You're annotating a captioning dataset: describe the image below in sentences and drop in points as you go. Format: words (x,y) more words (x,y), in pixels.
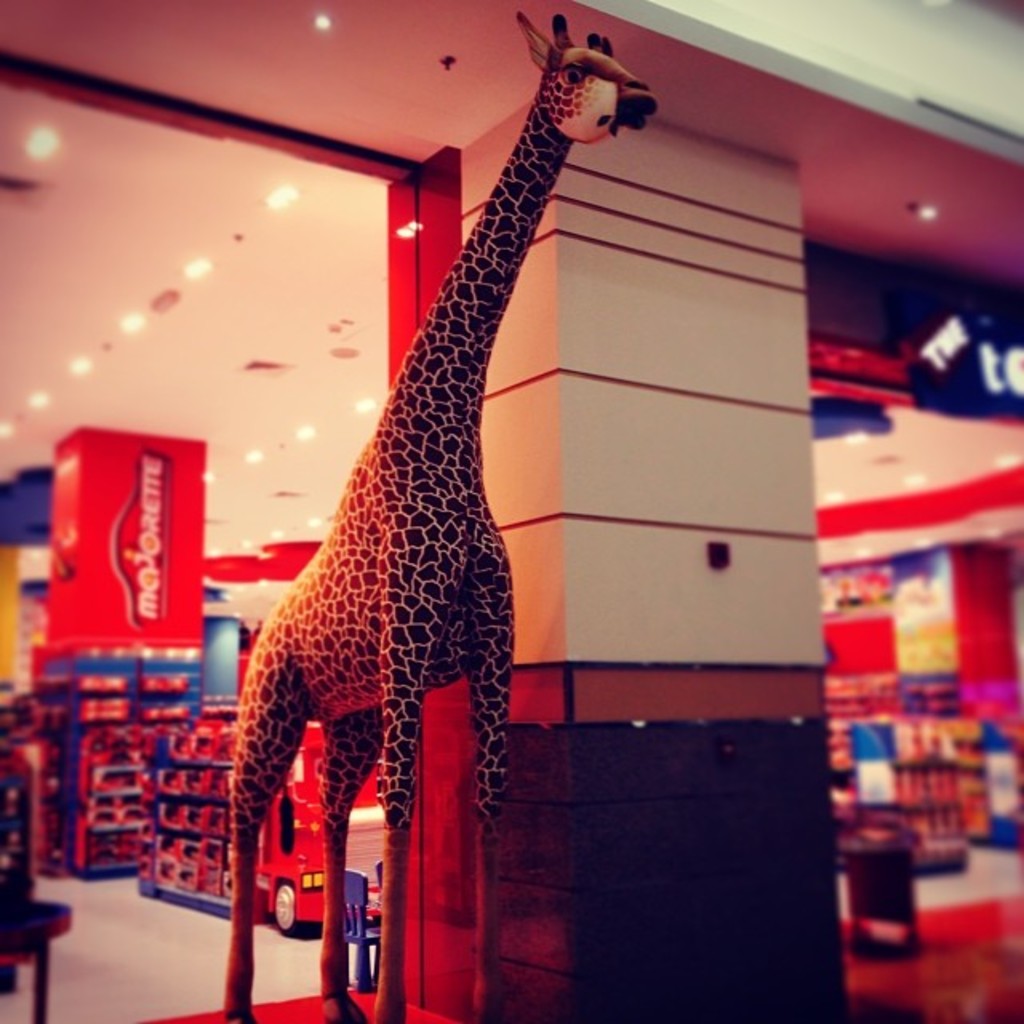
In this picture we can see a depiction of a giraffe (629,108). In the background (1002,683) we can see a store (145,660). We can see objects (929,711), lights (47,152), board (1008,326), ceiling (151,204), floor (98,962) and pillar (613,869).
